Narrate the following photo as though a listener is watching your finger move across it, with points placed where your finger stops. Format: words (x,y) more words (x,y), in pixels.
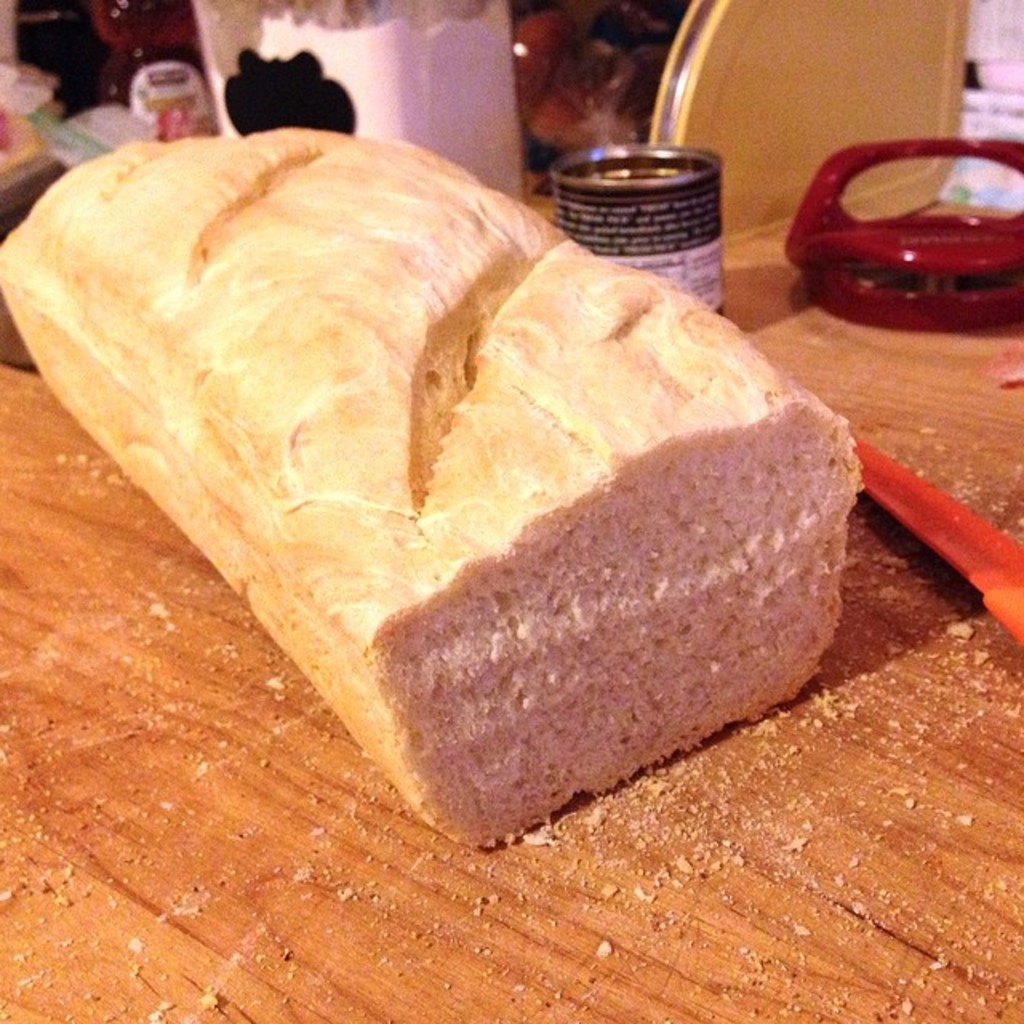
In this picture I can observe food (429,351) placed on the table (50,557). On the right side (706,287) there is a tin (647,255). In the background (276,107) there are few other things (278,69) on the table (60,503).
